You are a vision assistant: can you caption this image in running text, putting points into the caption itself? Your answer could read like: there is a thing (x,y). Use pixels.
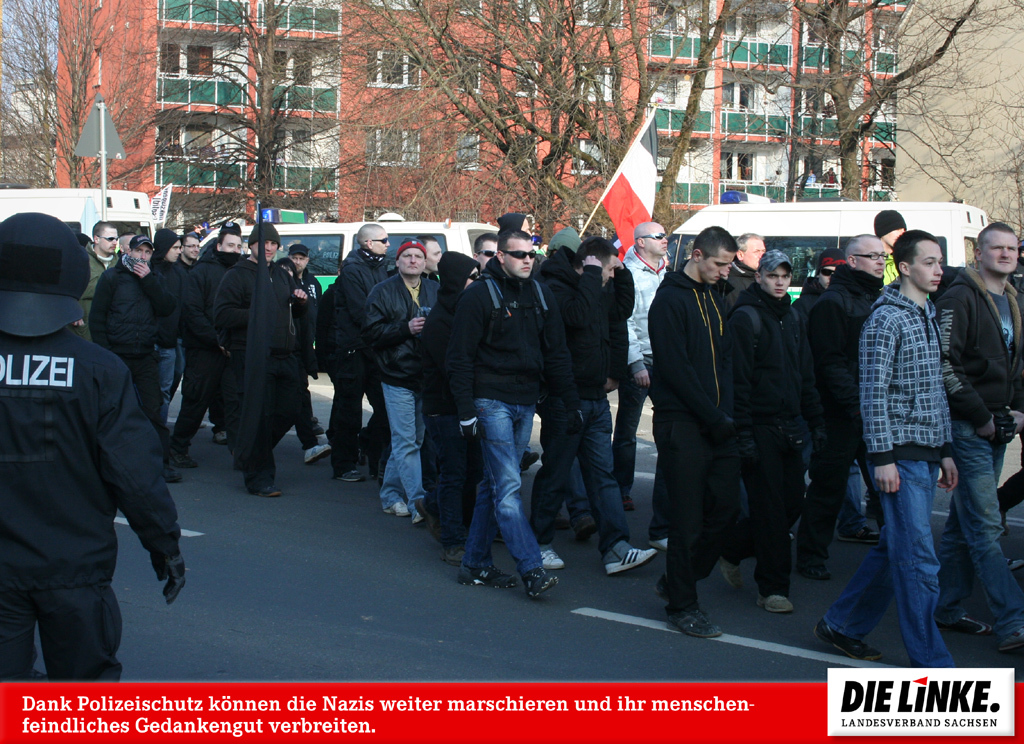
In the foreground of this image (337,352), there are men (712,371) walking on the road (343,508) holding flags (637,171). In the background (692,224), there are vehicles (346,222) moving, trees (607,108) and the buildings (145,31).
